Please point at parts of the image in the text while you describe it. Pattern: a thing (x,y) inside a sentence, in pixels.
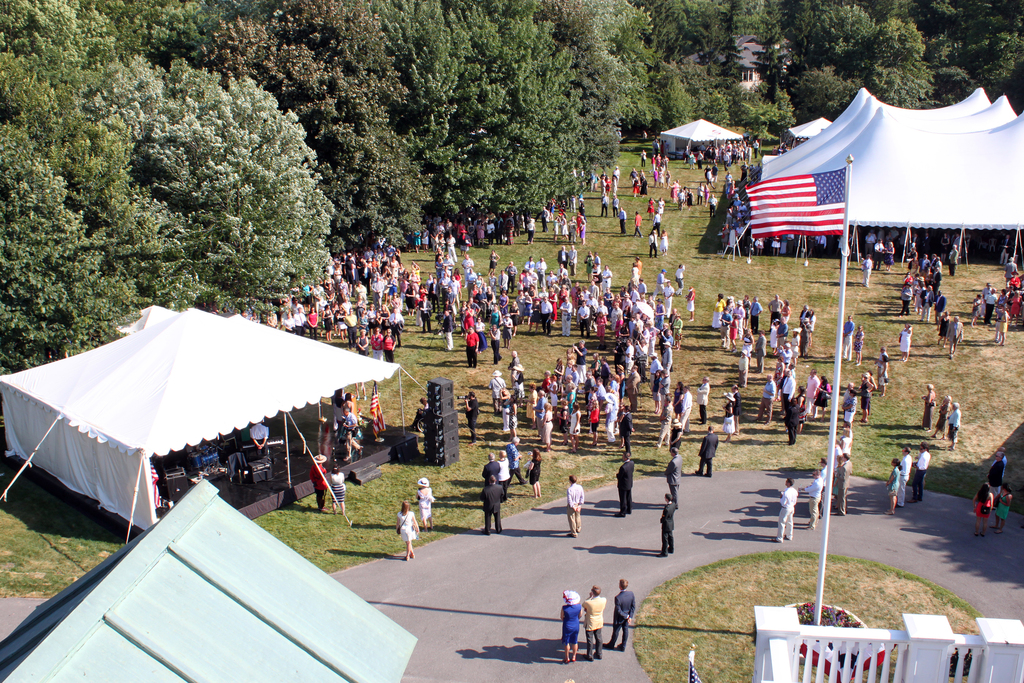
In this picture, we see the people (601,307) are standing. In the right bottom (776,609), we see the railing (933,637) in white color. Beside that, we see a flag pole (839,334) and a flag (799,233) in white, red and blue color. On the left side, we see the people (341,482) are standing. Beside them, we see the tents (886,138) in white color and we see the people (876,236) are standing under the tents (695,126). In the left bottom (151,543), we see the roof (130,621) of the building (274,646). Beside that, we see the people (337,469) are standing under the tent (246,423). We see the speaker boxes (435,430). There are trees (558,69) and a building (742,53) in the background (770,73).
